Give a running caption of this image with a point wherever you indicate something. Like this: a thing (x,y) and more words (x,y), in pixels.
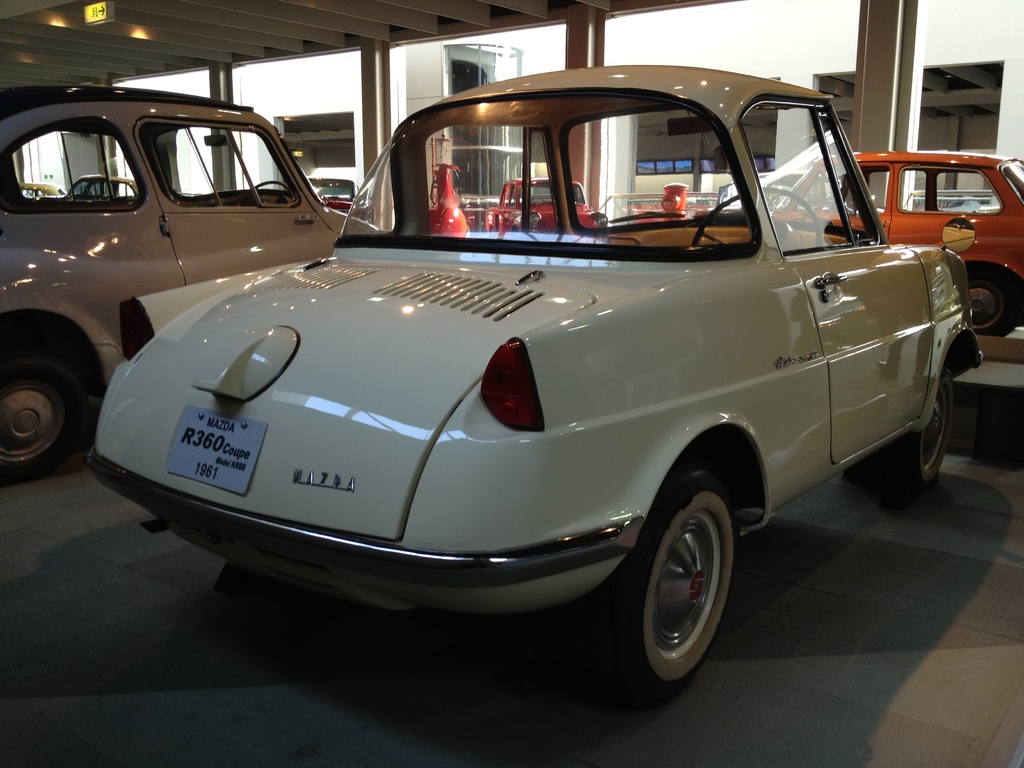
In this image we can see vehicles (694,433), floor (741,699), pillars (901,98), roof (161,15), board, lights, and wall (782,58).
